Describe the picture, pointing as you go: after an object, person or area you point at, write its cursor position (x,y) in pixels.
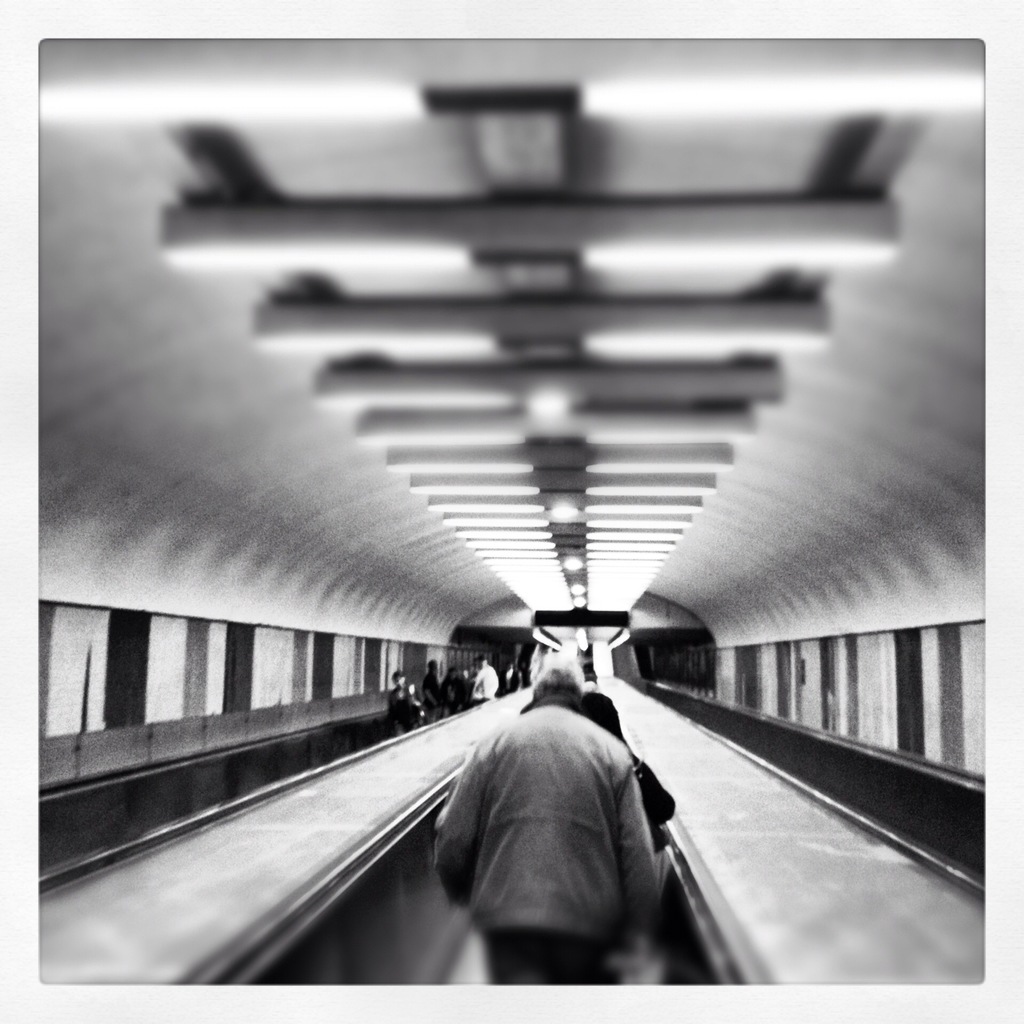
In this black and white picture there are people (539,761) and light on the roof (717,487).
